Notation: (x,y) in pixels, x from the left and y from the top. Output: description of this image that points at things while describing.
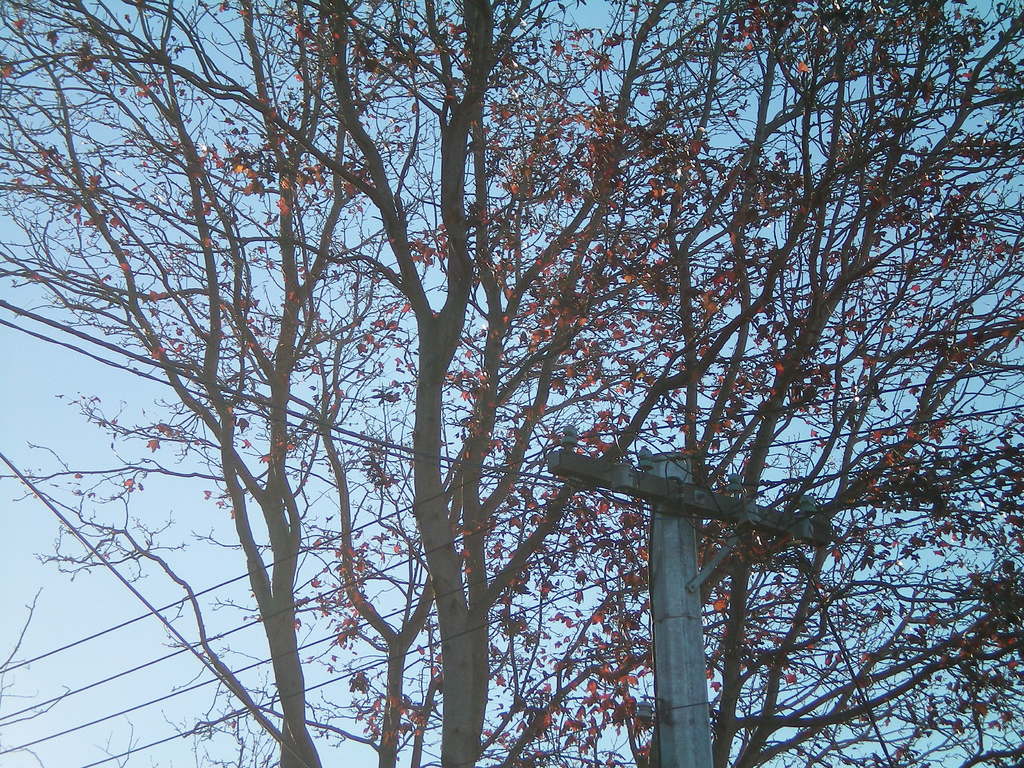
In this picture I can observe trees (599,344). On the right side (693,512) there is a pole (698,695). In the background (90,487) I can observe sky (63,412).
